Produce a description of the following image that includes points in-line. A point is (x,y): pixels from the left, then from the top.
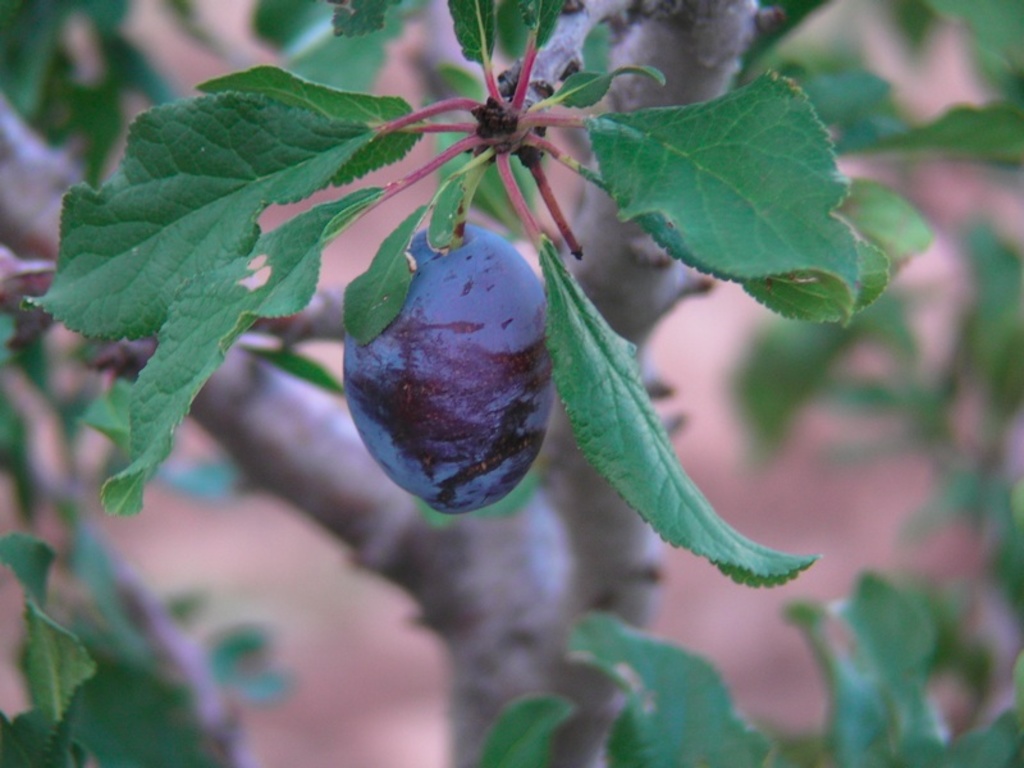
This picture shows a tree (764,370) and we see a fruit (471,229) to it.
